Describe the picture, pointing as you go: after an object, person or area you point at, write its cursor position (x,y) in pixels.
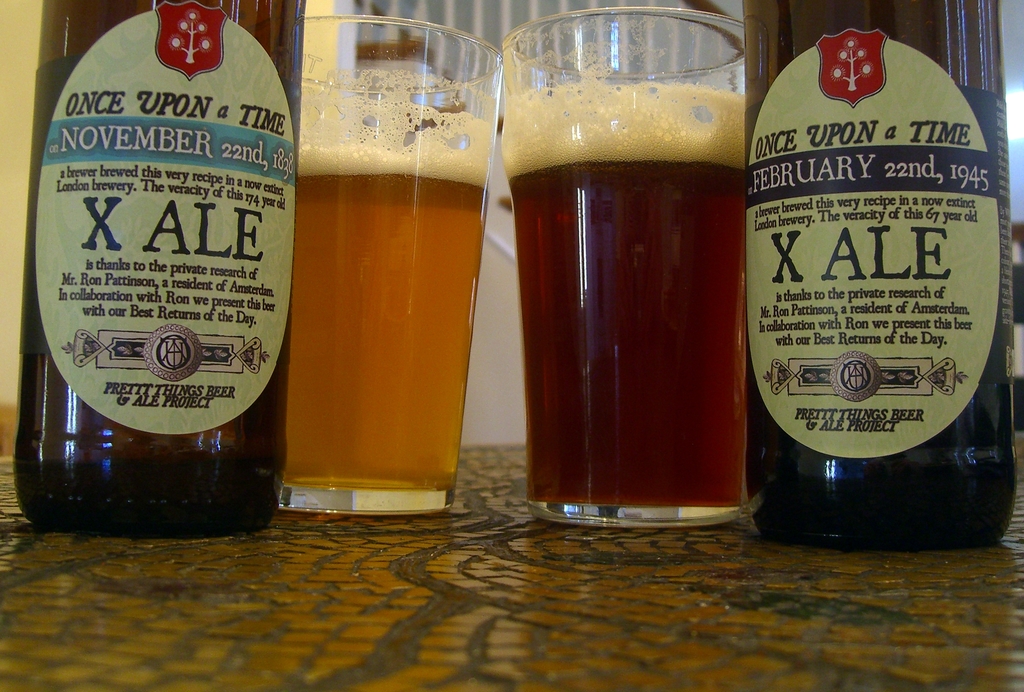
In this picture we can see two bottles (853,71) with stickers (864,313) to it and in between this two bottles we have two glasses (447,229) with drinks (371,390) in it and this are placed on a table (522,574) and in the background (468,21) we can see wall (497,21) with rods (480,31).
